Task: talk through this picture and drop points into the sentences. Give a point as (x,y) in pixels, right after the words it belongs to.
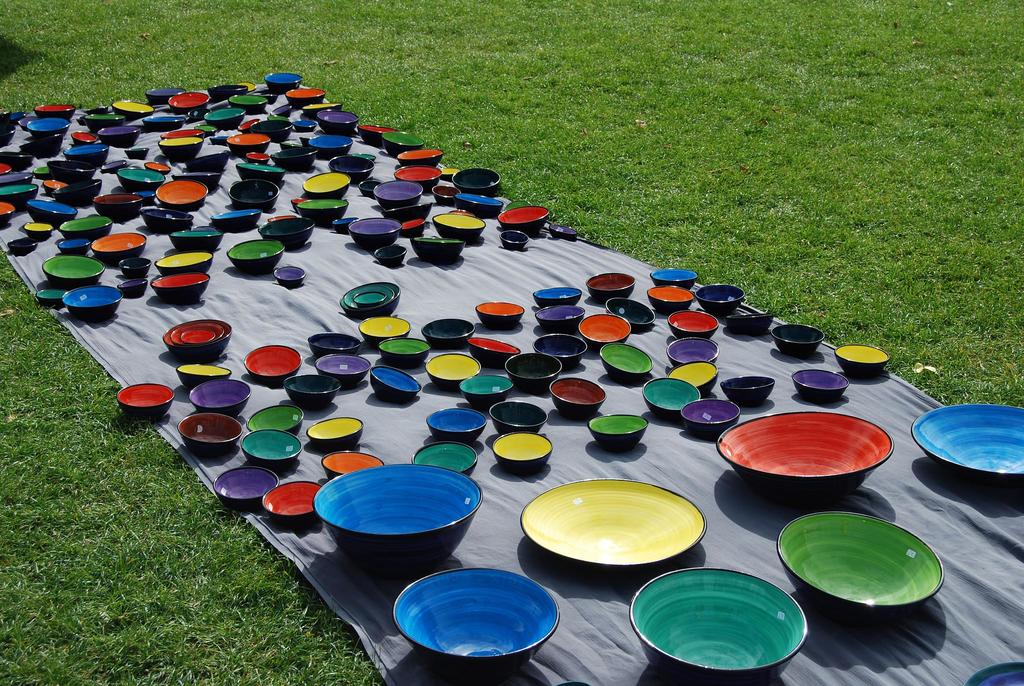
This picture is taken on the grass (169,62). On the grass (199,80), there is a cloth (607,586). On the cloth (688,478), there are bowls (354,555) with different colors and shapes.
